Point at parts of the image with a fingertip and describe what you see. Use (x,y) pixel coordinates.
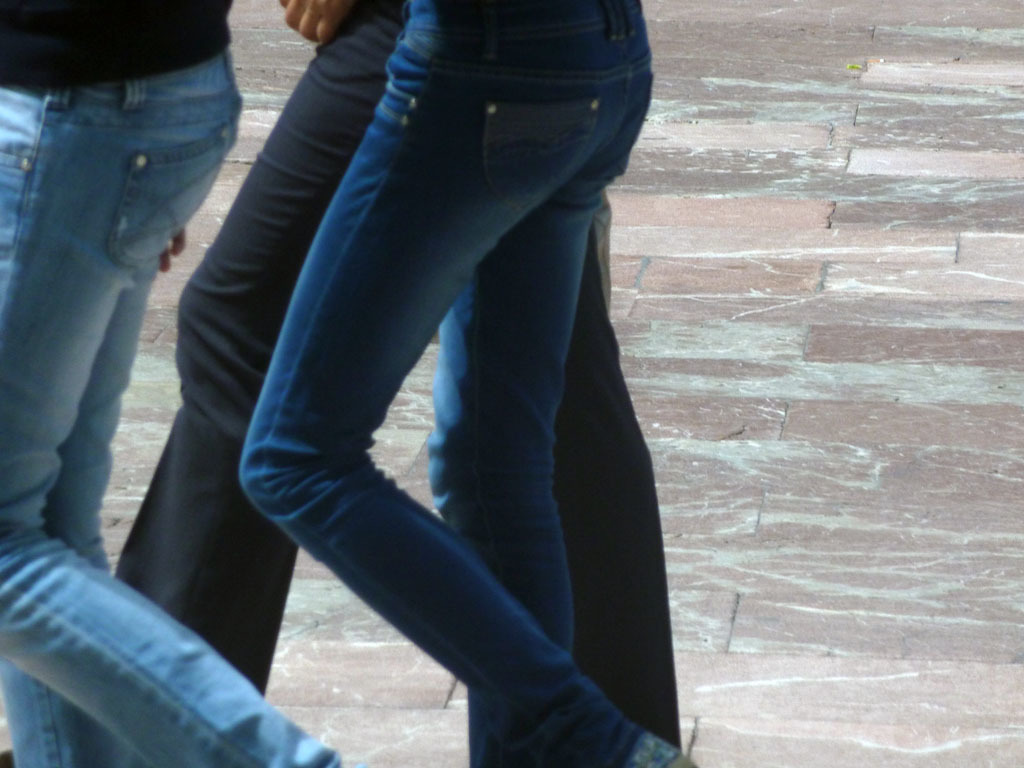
In this image I can see three persons (468,284) walking and two of them are wearing blue color jeans (397,284). The floor (802,312) is in multi color.
